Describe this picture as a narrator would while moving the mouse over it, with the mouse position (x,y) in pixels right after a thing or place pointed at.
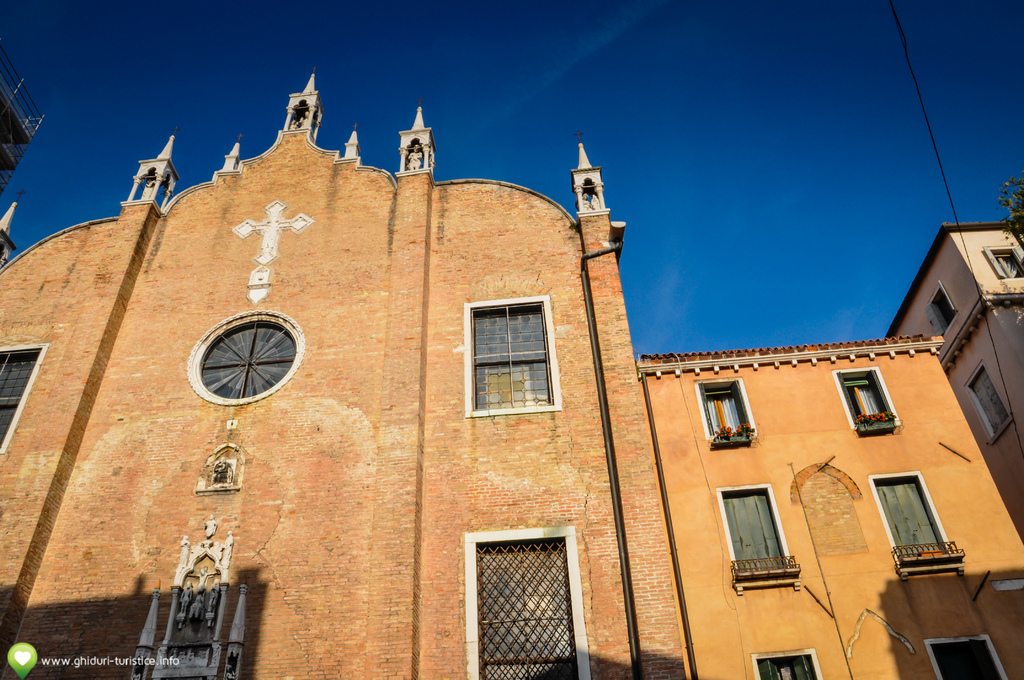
In the picture we can see buildings (279,372), to the wall (451,389) there are some windows (736,557), symbols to the wall (606,516).
